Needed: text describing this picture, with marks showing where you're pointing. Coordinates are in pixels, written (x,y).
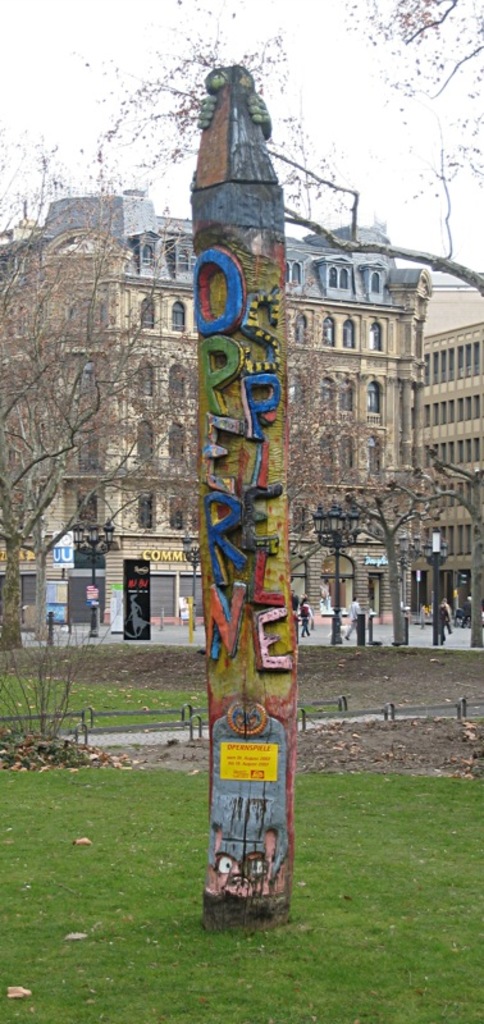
In this image we can see a visual arts (200,445) to the pole (257,600) at the foreground of the image (265,587) and at the background of the image (370,444) there are some trees (99,400), buildings (430,594) and some persons (464,617) walking on the ground (432,642) and at the top of the image (187,72) there is clear sky (170,50).
